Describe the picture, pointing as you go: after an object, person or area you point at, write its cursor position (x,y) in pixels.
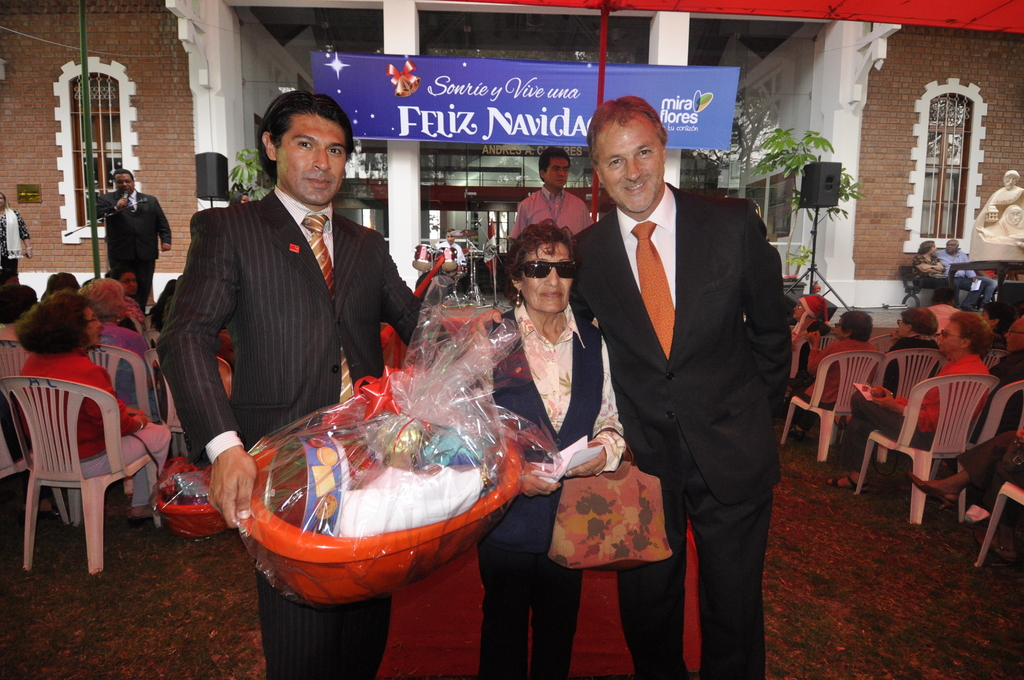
In this image I can see number of people (964,311) sitting on chairs (56,440). Here these three people (731,241) standing. I can see she is carrying a handbag (619,483) and here he is holding a container (495,454). In the background (825,151) I can see few plants (785,163) and few speakers (816,196). I can also see few buildings (52,65) in the background (962,57).
